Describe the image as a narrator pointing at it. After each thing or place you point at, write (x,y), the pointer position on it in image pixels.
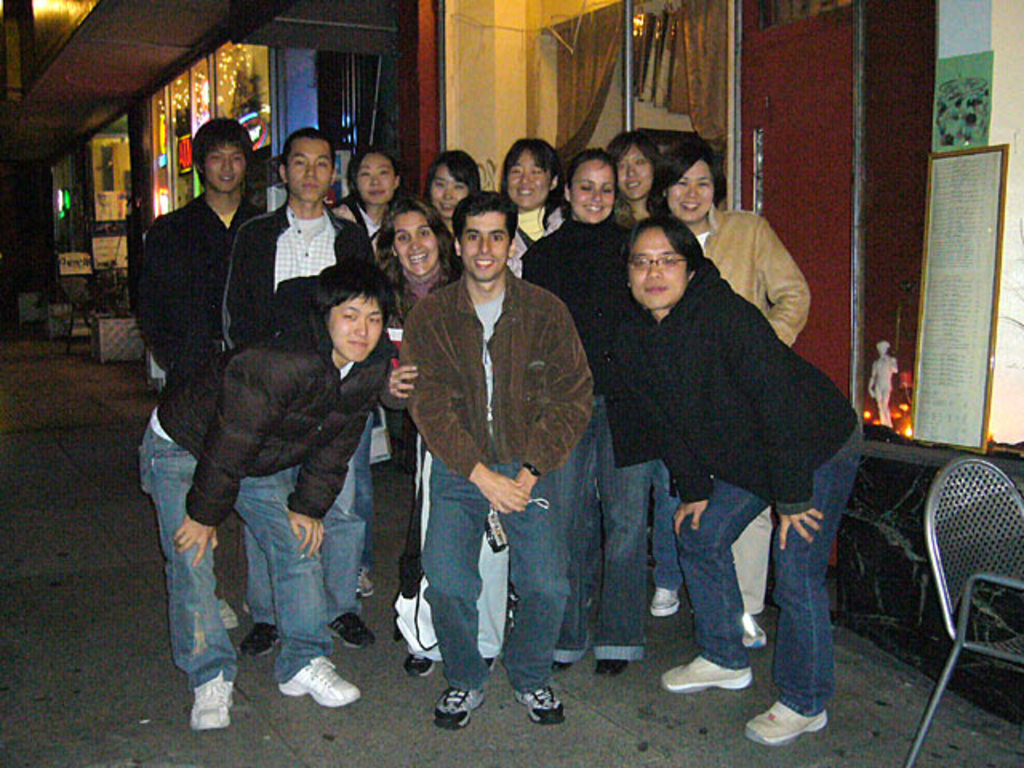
In this image we can see a group of people (429,413) are standing and smiling, there a person (703,322) is wearing the jacket (673,322), there is the chair (962,551) on the ground (944,713), there is the light (50,16).
